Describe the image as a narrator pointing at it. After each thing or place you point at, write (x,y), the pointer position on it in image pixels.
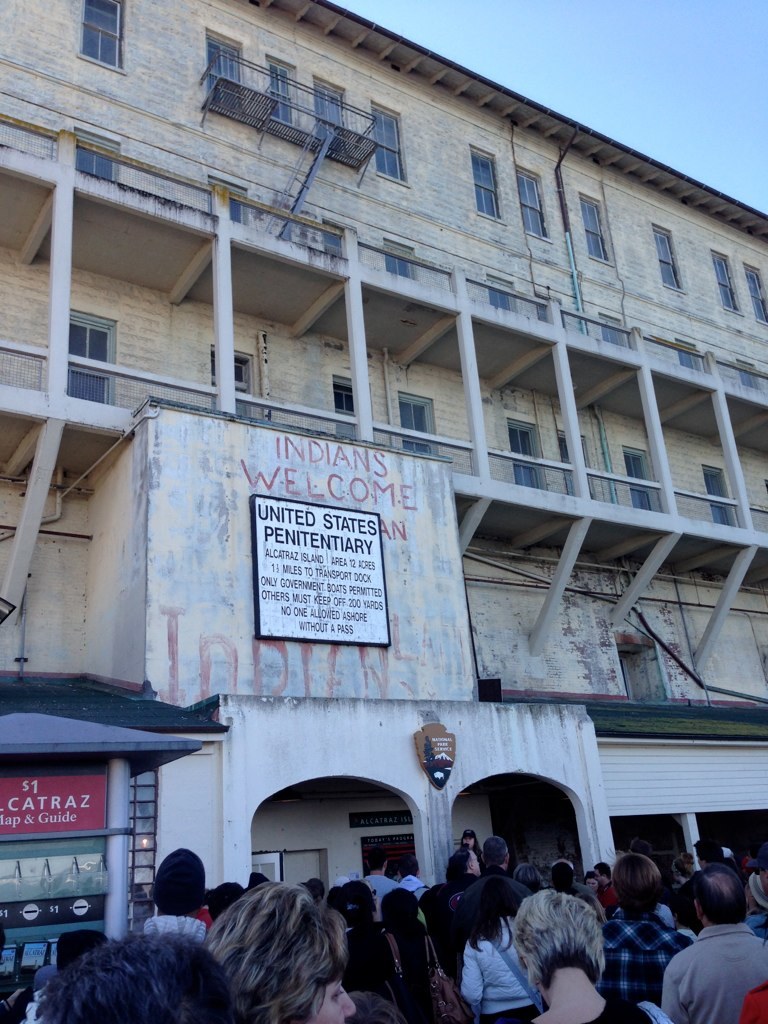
In this image I can see few persons (519,985) standing in the ground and a building (270,871) which is cream in color. I can see few windows (529,459) of the building (371,219), a white colored board (279,587) attached to the building (311,497), a small shed (121,735) to which I can see a red colored board (86,789) and in the background (537,83) I can see the sky (613,27).
